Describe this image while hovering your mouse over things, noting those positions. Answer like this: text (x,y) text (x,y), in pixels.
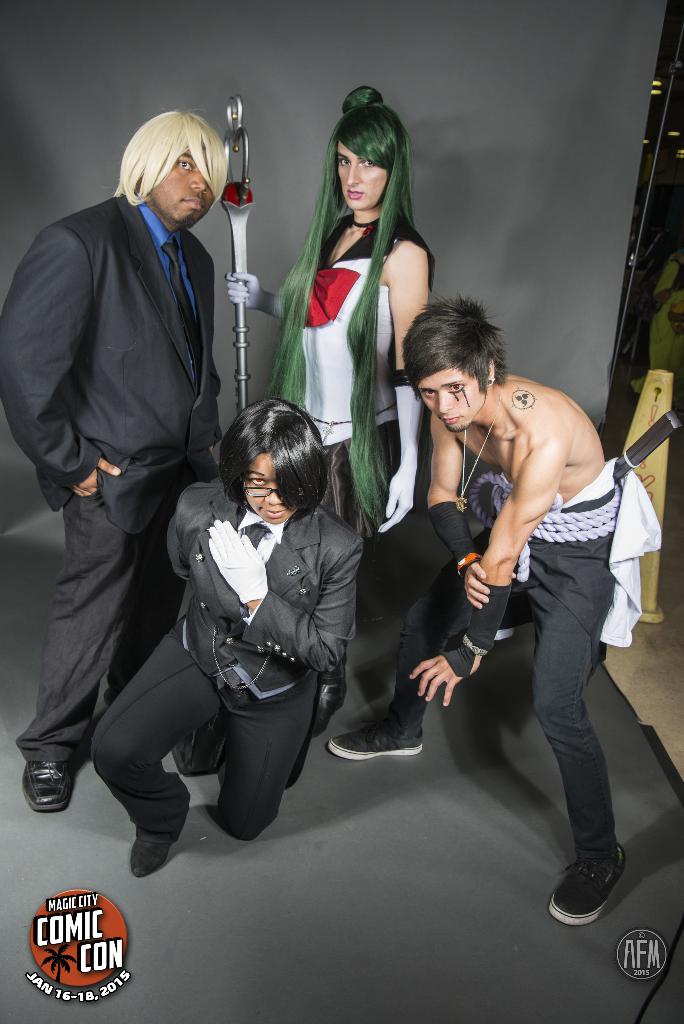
In this image I can see group of people (297,670). In front (96,256) the person (80,315) is wearing black color blazer (149,249) and blue color shirt (158,230) and I can see the gray color background (25,55).
